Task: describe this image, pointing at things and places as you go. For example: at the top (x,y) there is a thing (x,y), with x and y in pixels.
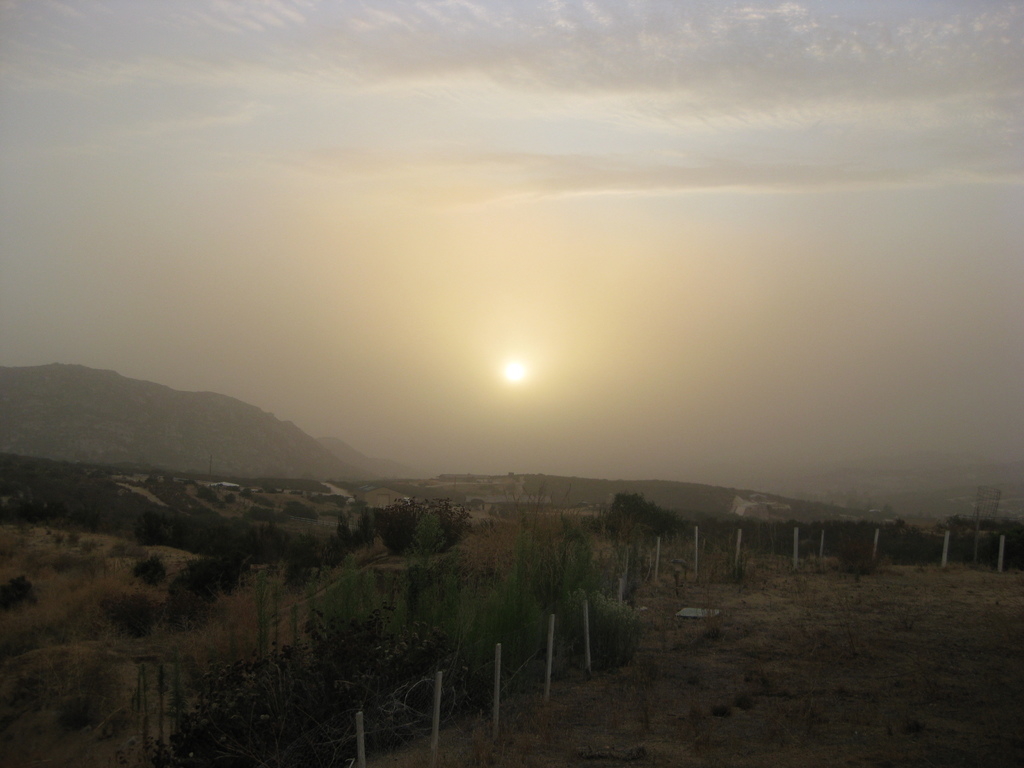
In this picture we can observe some grass (391,586) and trees (451,526) on the land (781,680). There are white color poles (439,712). In the background (202,457) there is a hill (79,398), sky (407,195) with some clouds (418,146) and a sun (514,379). There is some haze (498,387).
